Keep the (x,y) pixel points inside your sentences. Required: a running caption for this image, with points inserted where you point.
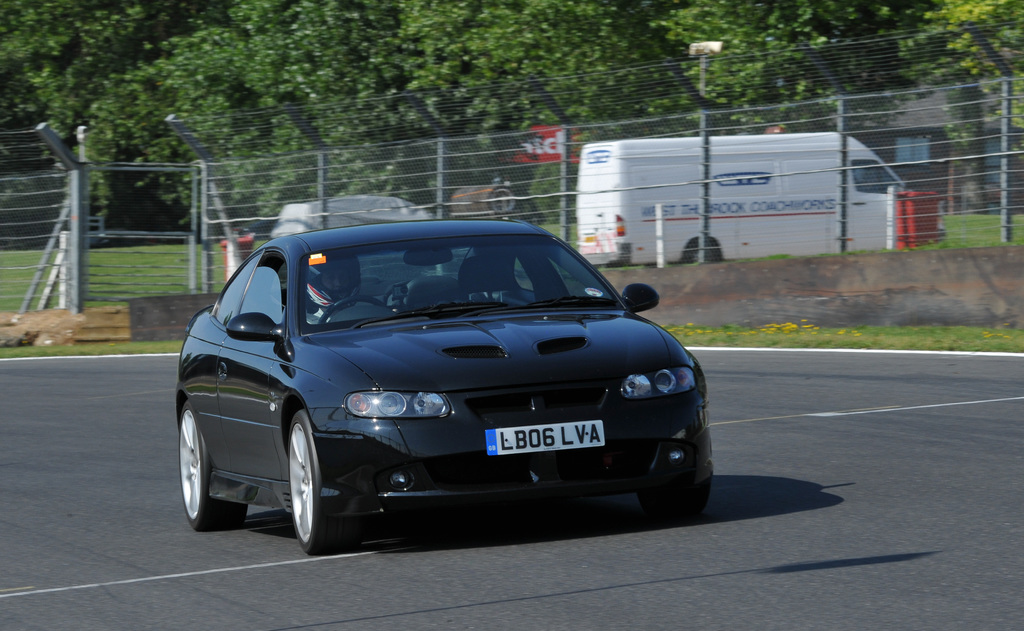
In this picture we can see a person (313,303) is riding a car (314,342) on the road (178,478). Behind the car (285,372), there are trees (218,53), fencing (894,104), grass (953,219), a vehicle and some objects (381,215).
